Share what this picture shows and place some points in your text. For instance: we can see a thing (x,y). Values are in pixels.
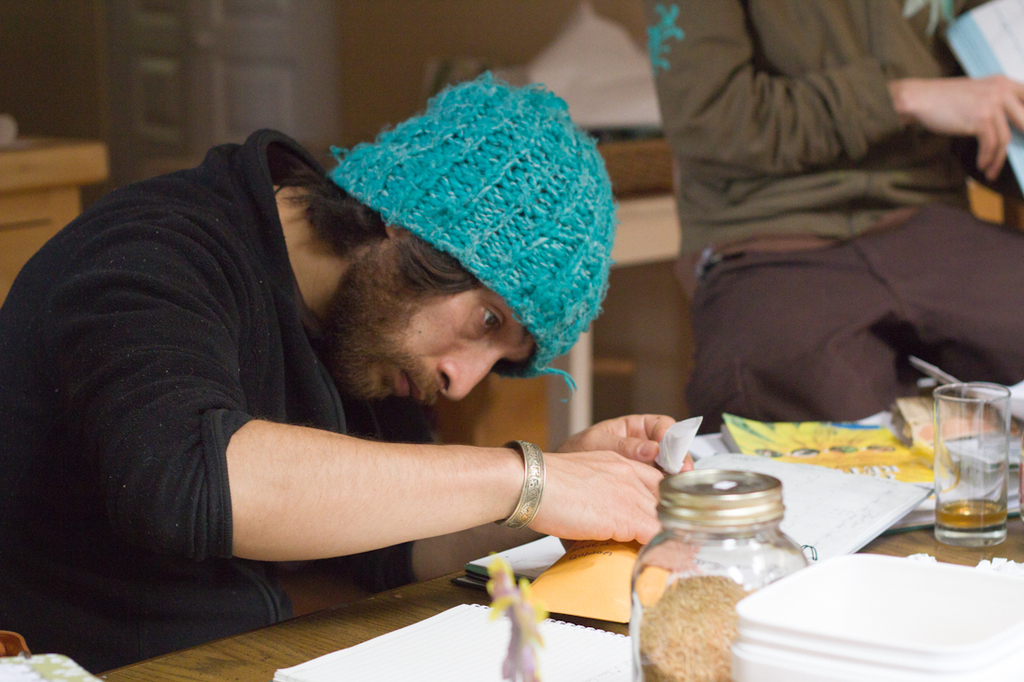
In this picture I can see a man (371,416) looking at the papers (588,550), on the right side (703,659) there is a glass jar (768,575) and a glass (1001,503) on the table (934,550). In the top right hand side (896,128) there is a person (856,165).
